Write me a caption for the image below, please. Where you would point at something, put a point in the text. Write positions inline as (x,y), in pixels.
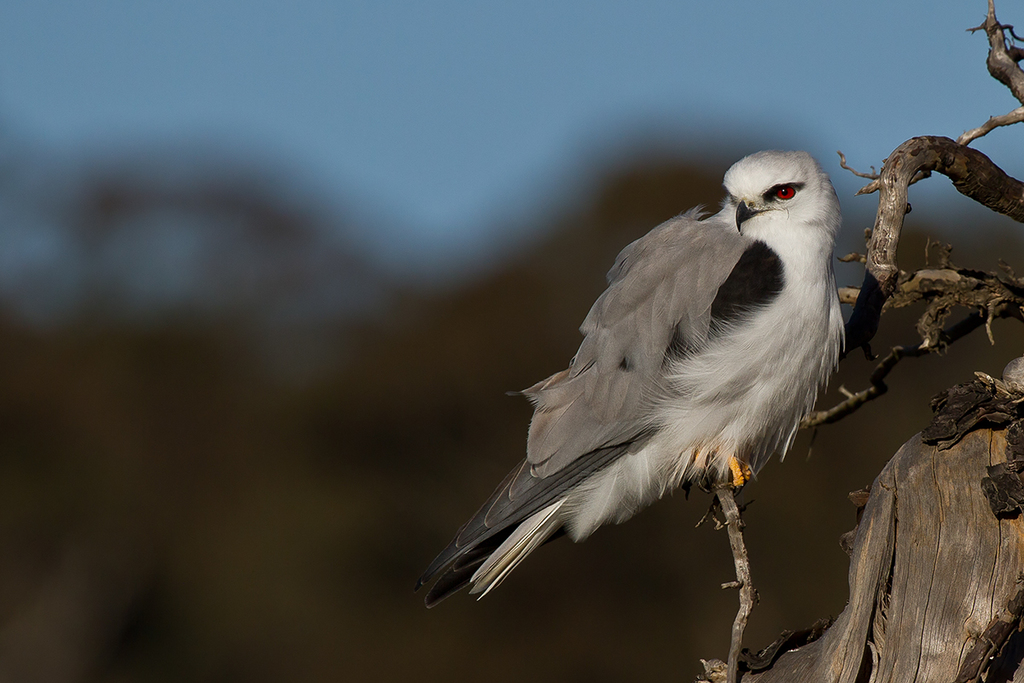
In this image we can see a bird (623,507) on the tree branch (952,464). The background of the image (11,408) is blurred, which is in blue and brown color.
